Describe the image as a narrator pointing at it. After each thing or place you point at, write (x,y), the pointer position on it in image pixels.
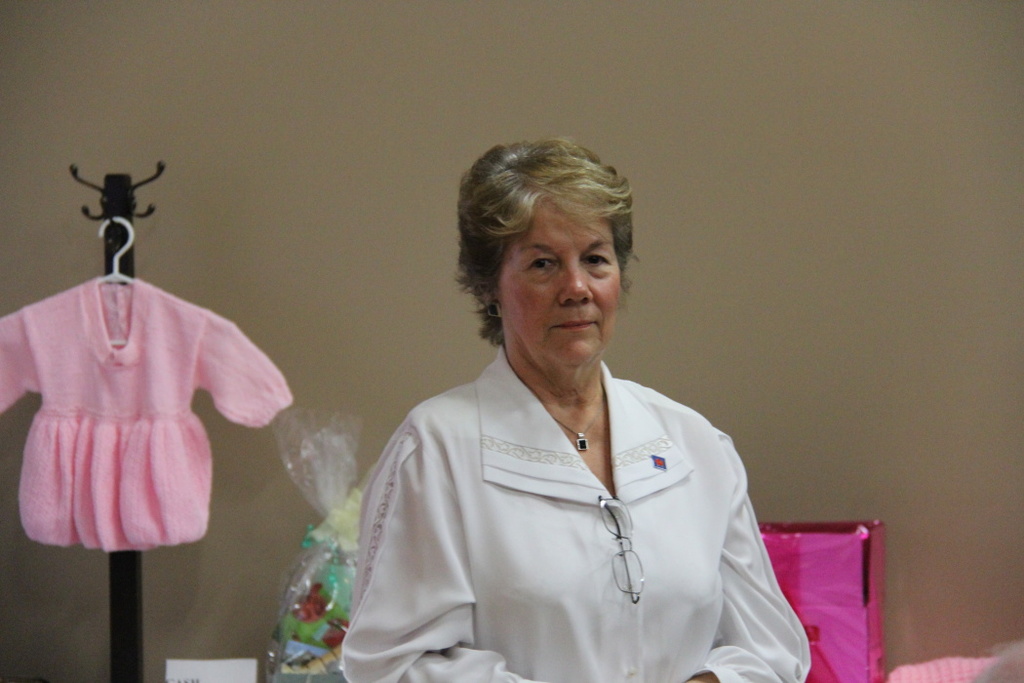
In the middle of the image (553,367) we can see a woman (512,400), behind to her we can see a gift box (814,590), cover (283,642) and a dress (223,396).
